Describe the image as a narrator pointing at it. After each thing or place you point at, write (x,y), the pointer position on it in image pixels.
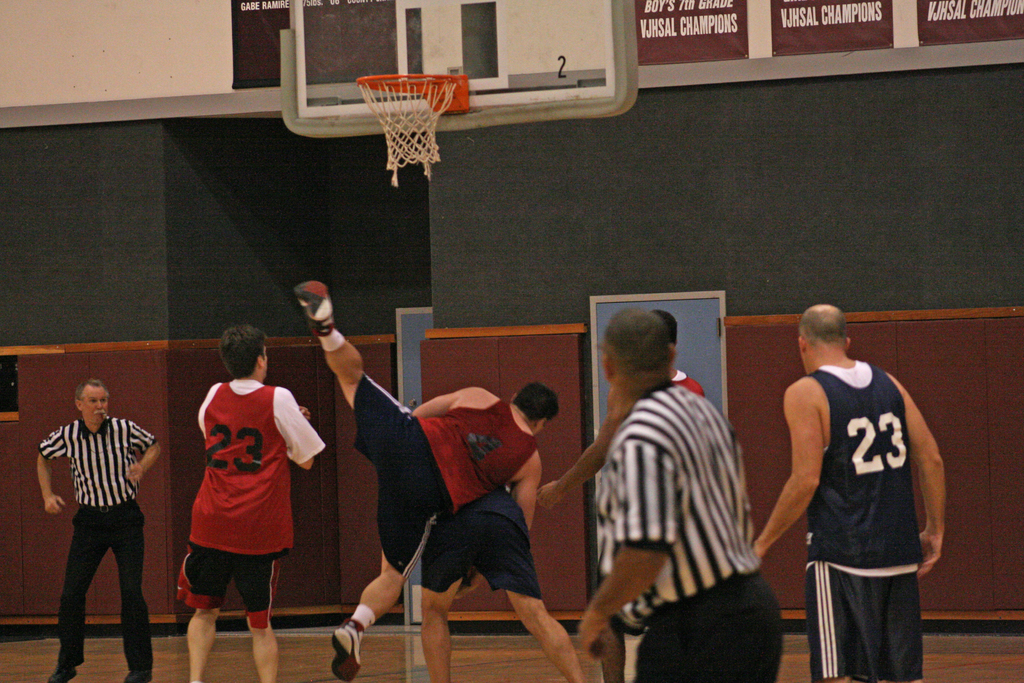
In the picture we can see some people (498,498) are playing a basketball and in the background (24,312), we can see a wall (83,176) with some brown color paint (877,346) and to the top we can see a basketball net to the board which is white in color.
